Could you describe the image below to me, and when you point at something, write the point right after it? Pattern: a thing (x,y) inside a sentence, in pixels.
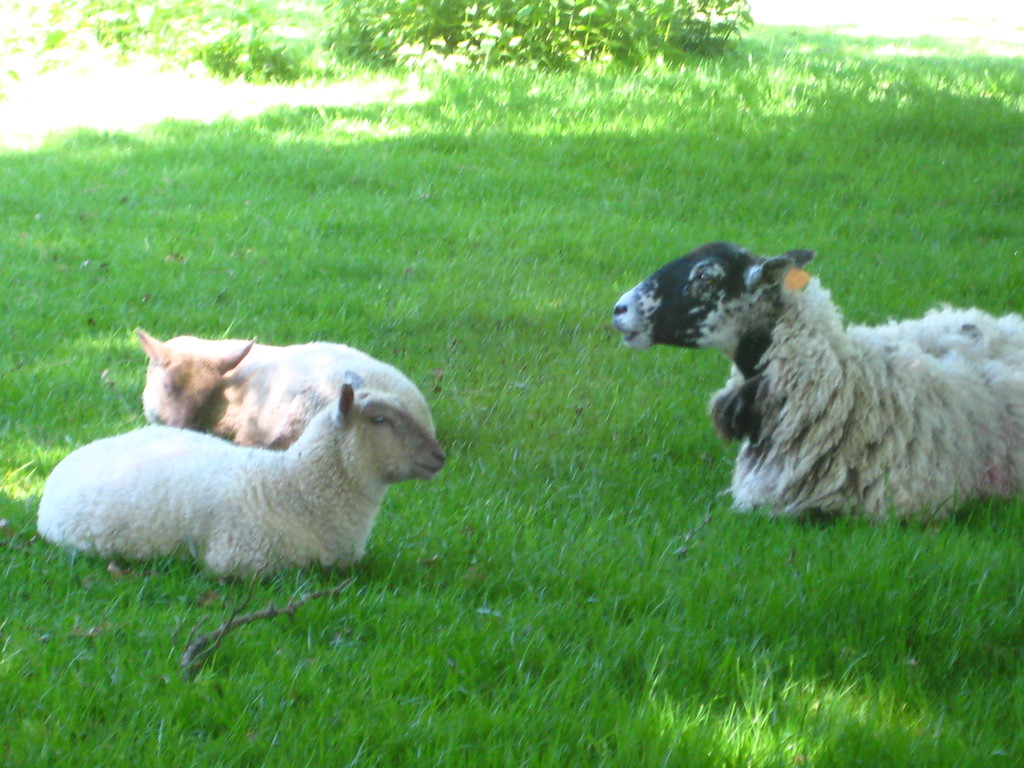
In the picture we can see one sheep (956,455) and two lambs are sitting on the grass surface (291,679), the sheep (961,438) is white and black in color and two lambs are cream and white in color and in the background (560,53) we can see some plants (185,23).
